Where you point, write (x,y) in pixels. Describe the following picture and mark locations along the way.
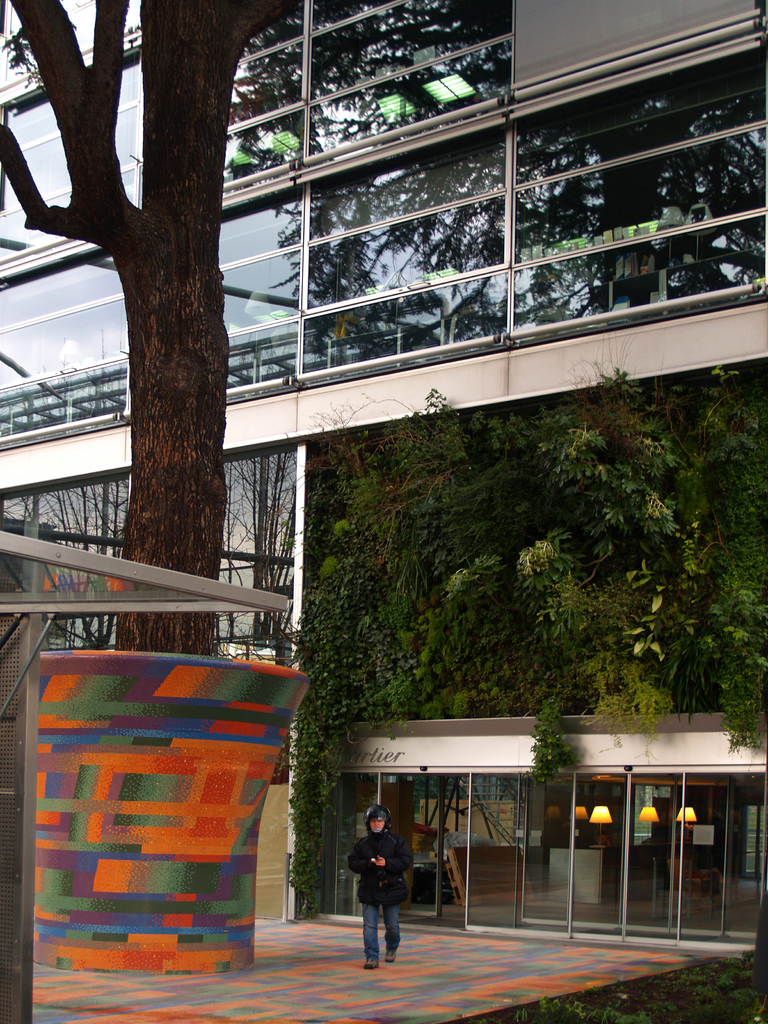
In this picture we can see a tree (163,382) on the left side (161,368), in the background (305,242) there is a building (569,108), we can see glass (453,150) of the building (412,145), at the bottom (394,853) there is a person (388,863) walking, we can see a lamp (647,815) here.
